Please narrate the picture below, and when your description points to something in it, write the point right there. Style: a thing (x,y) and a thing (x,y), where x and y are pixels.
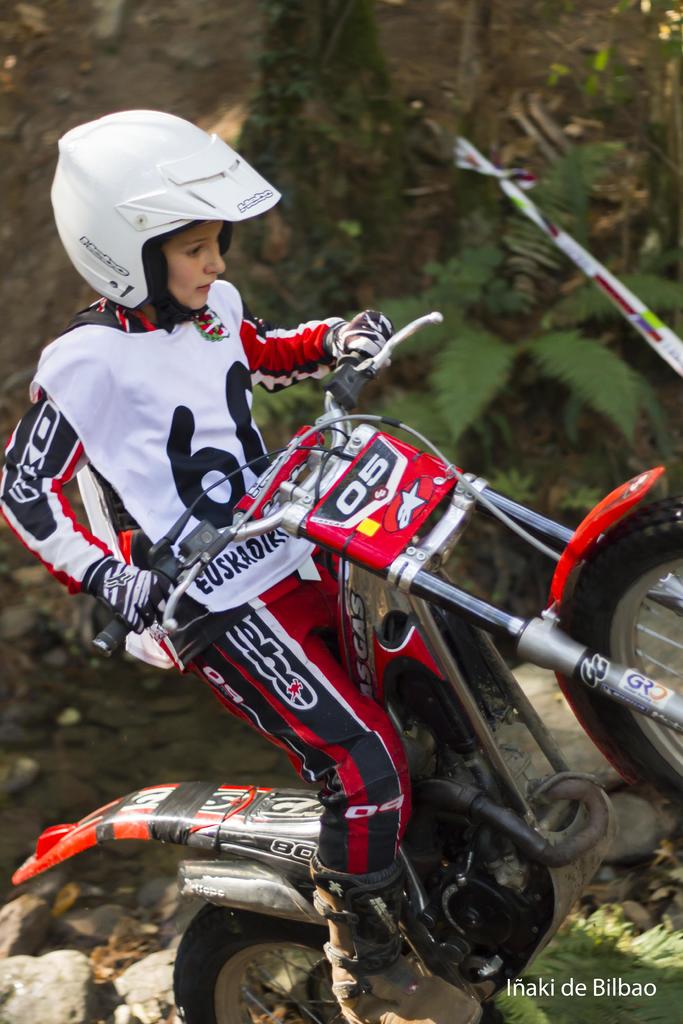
In the image there is a person (140,413) with white and red dress (121,414) is on the motorbike (342,517). The person (220,229) is wearing a helmet (148,181) on the head (193,207). Behind the person (275,664) in the background (515,254) there are plants (544,267) on the ground (403,276). At the right bottom of the image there is a name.
